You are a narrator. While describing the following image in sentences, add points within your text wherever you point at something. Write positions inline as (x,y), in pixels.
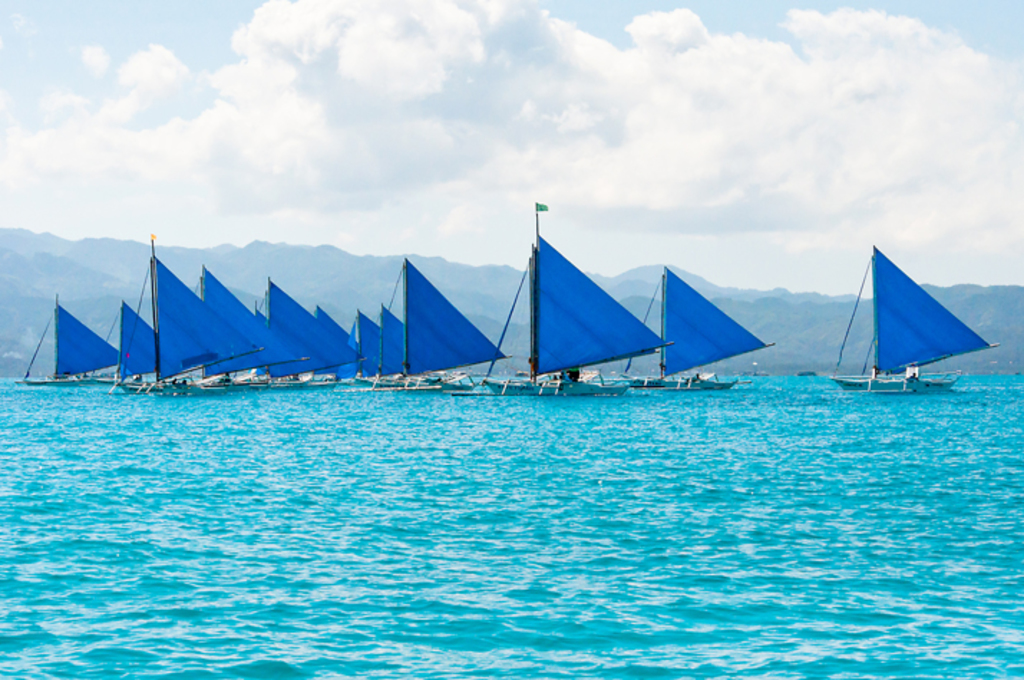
In this image in the front (522,507) there is water (582,531). In the center (537,350) there are boats (664,360) sailing on the water (474,507). In the background (502,317) there are mountains (306,285) and the sky (589,148) is cloudy.
